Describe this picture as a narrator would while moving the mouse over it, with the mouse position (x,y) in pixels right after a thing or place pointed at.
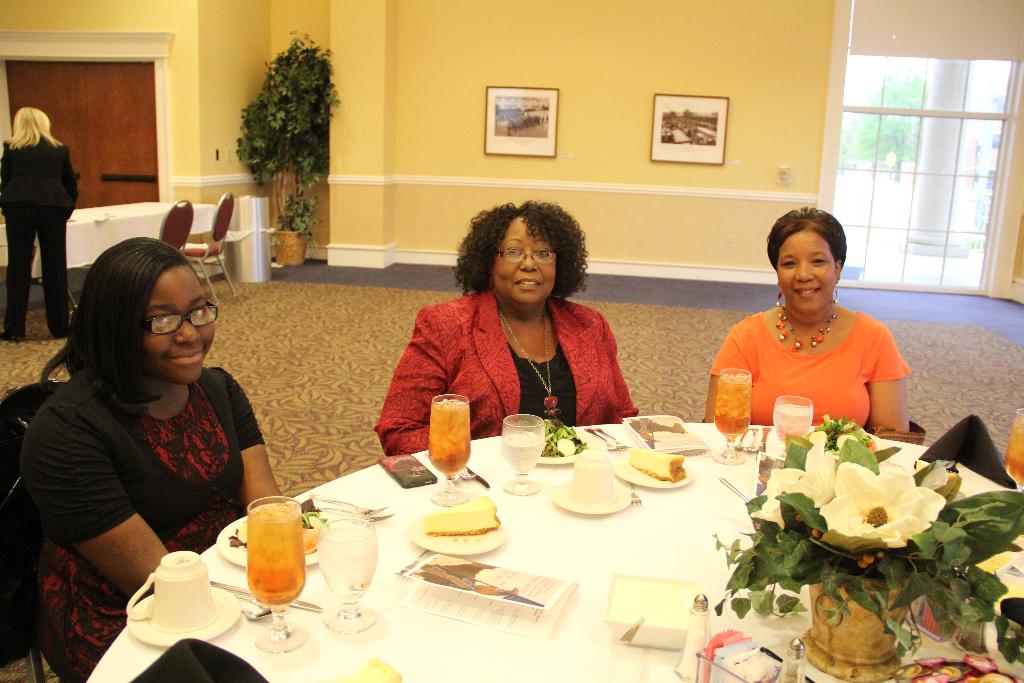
In this picture we can see three persons (559,351) sitting on the chairs (17,447). This is the table (604,581). On the table (528,666) there is a flower vase (771,571), glasses (377,547), and cups (604,492). On the background (460,191) there is a wall (413,211). These are the frames (673,122). This is the floor (328,383). Here we can see a person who is standing on the floor (30,336). And this is the plant (304,111) and there is a door (131,98).
